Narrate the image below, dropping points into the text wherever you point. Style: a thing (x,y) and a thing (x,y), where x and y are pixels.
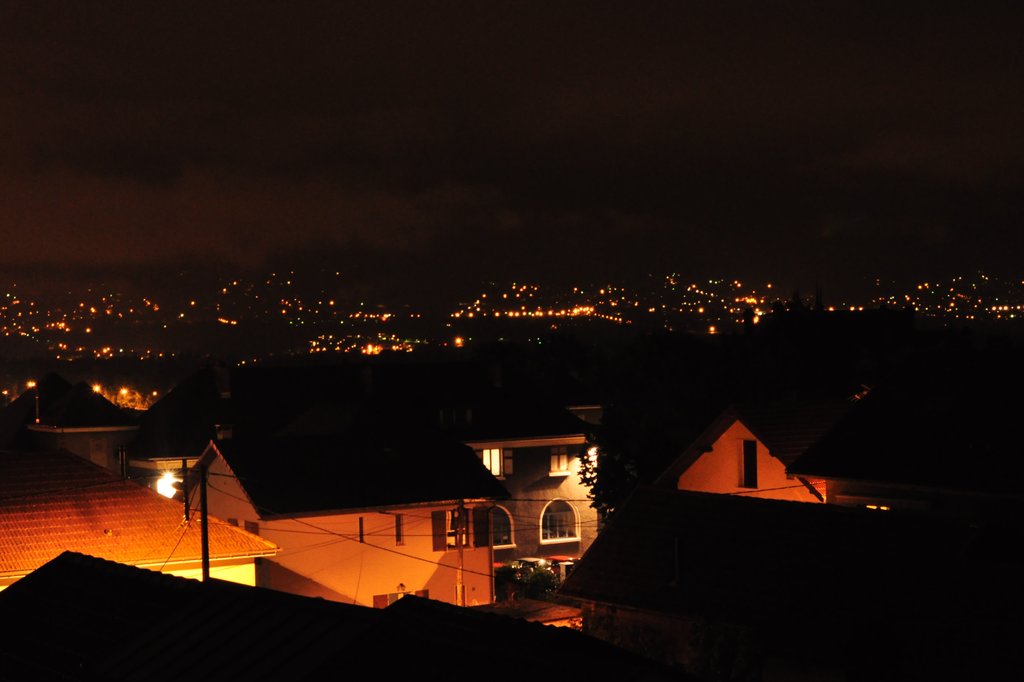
In this image, I can see buildings (658,498), trees (536,590), poles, current wires (177,544) and lights (121,351). There is a dark background (149,208).
